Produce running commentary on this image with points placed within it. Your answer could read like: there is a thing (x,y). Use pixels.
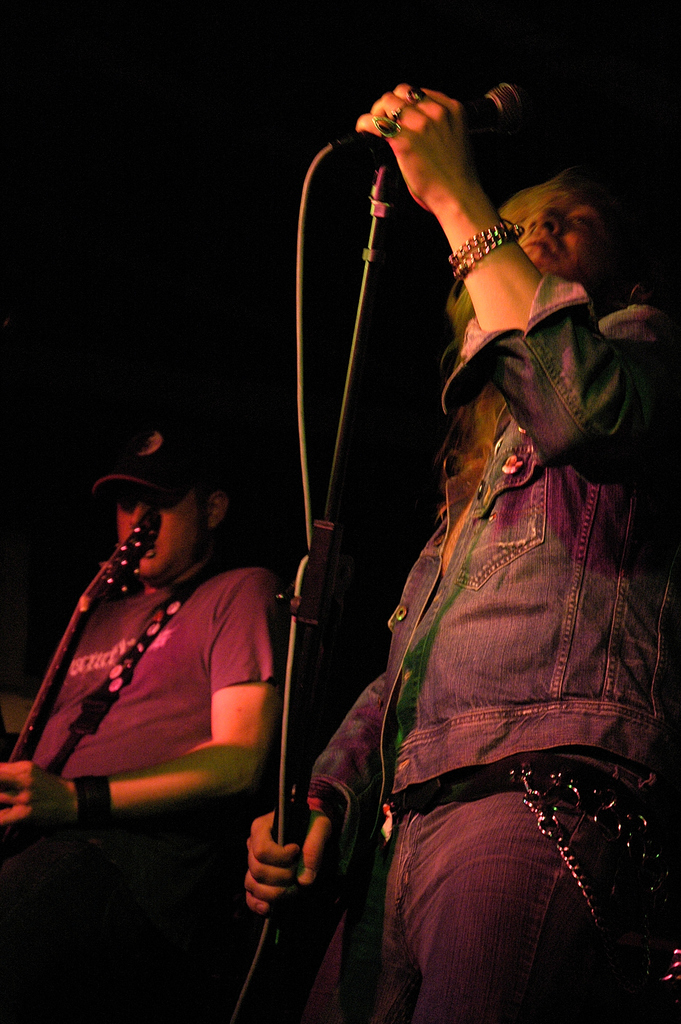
In this image there are two persons (452,558), in front of them there is a mike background (32,545) is dark.
